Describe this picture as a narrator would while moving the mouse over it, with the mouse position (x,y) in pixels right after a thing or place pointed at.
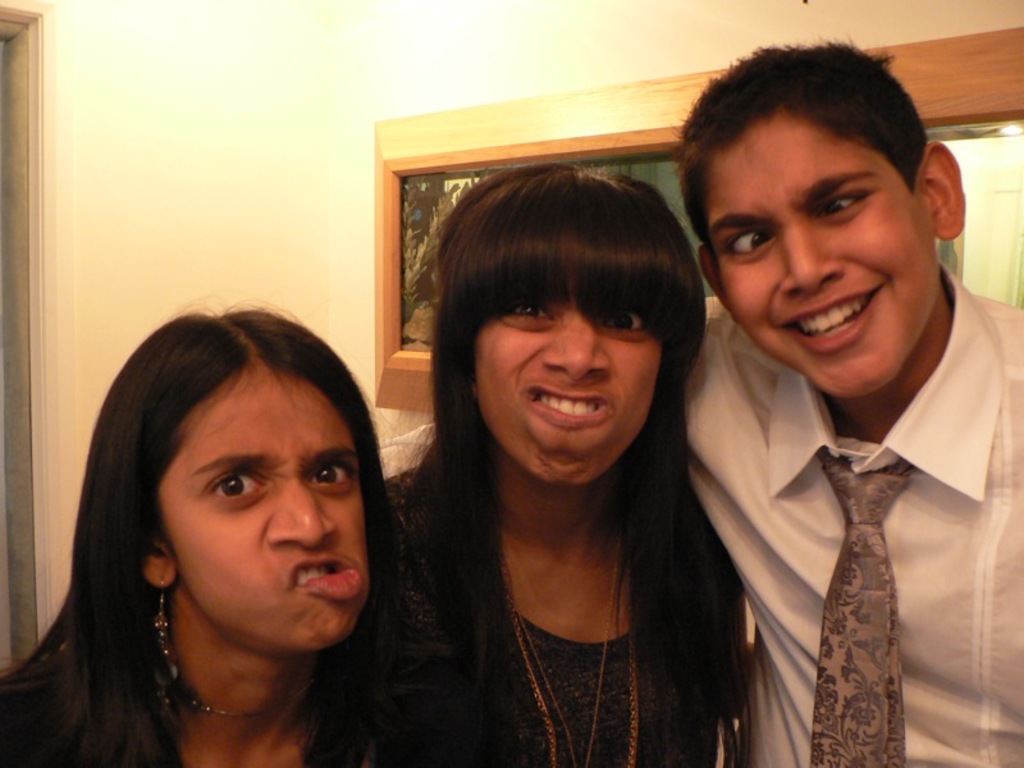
In this image we can see three persons (817,357). One person (909,403) is wearing a tie (885,613). In the background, we can see some plants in a glass container (433,287) and the door (22,550).
